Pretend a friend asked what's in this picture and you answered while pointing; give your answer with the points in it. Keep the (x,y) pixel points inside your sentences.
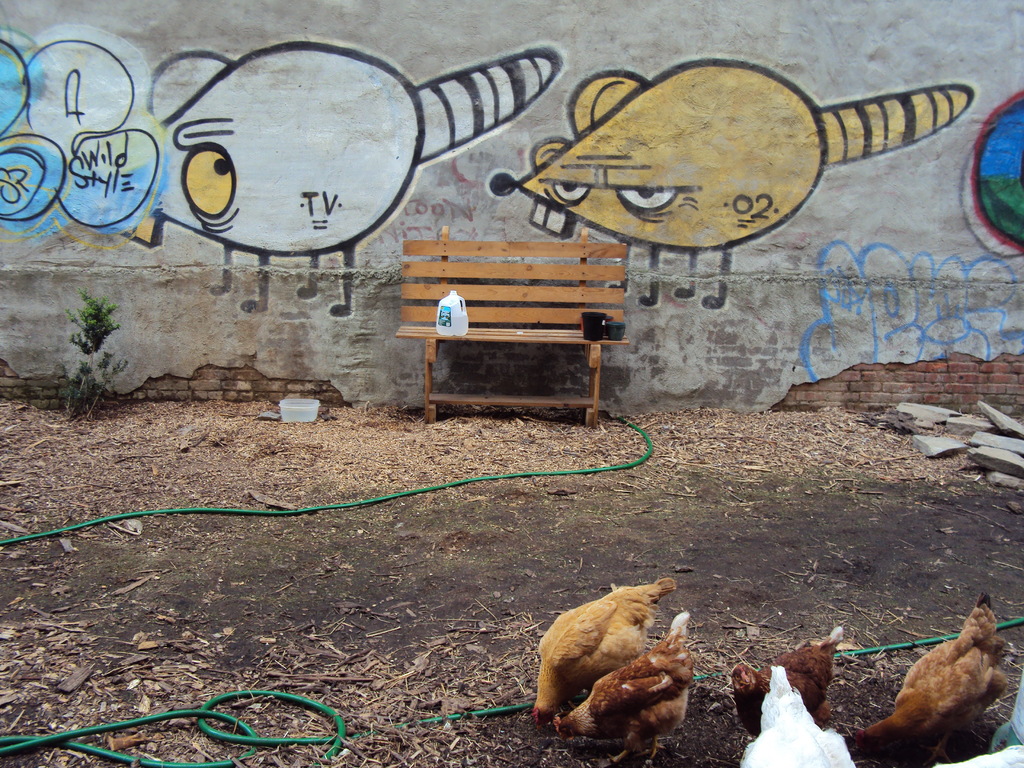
This picture is of outside. In the foreground (324,710) we can see a green color pipe (199,714) and a group of hens (689,671) standing on the ground (718,689). In the center (511,336) there is a bench (523,289) and a bottle (452,306) placed on the top of the bench (564,332). In the background (194,121) there is a painting (718,153) on the wall (884,125), a plant (91,328) and some stones (991,455) placed on the ground (66,574).
